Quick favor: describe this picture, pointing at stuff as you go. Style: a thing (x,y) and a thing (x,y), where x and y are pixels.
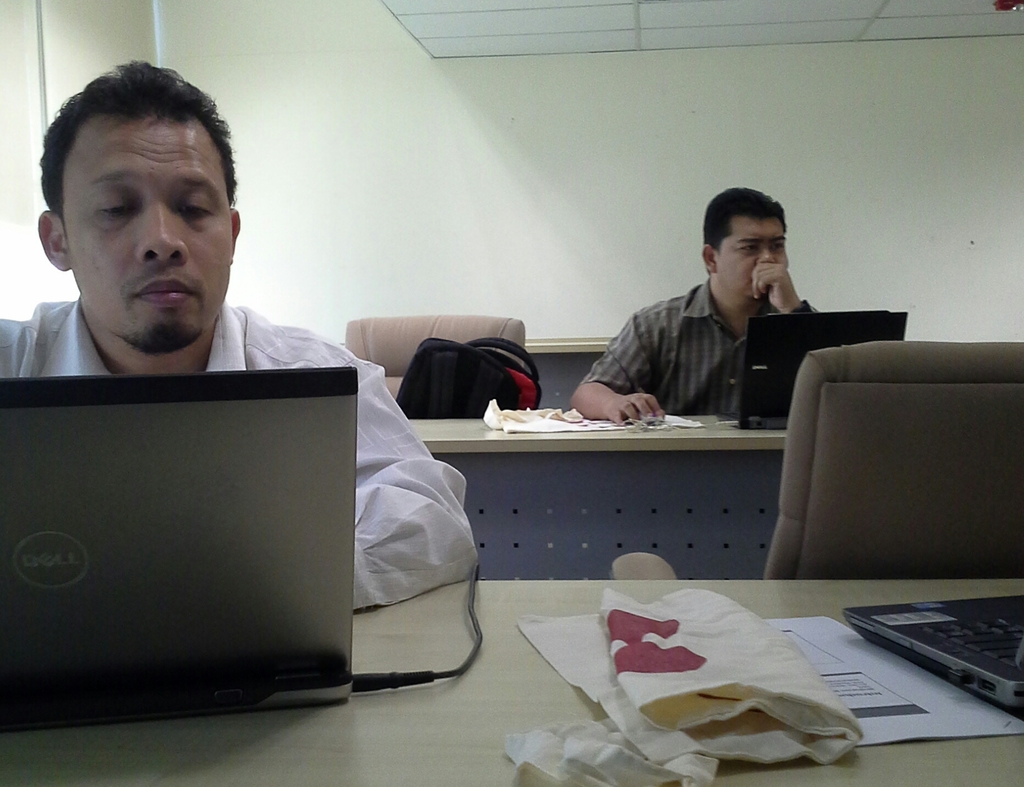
This is the picture taken in a room (546,447), there are two persons (578,407) sitting on chairs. In front of these people (606,402) there are tables (500,621) on the table (563,534) there are laptops (235,551), bag (660,645) and paper (846,700). On the chair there is a black bag (460,380). Behind the people (629,365) there is a wall (820,214).
